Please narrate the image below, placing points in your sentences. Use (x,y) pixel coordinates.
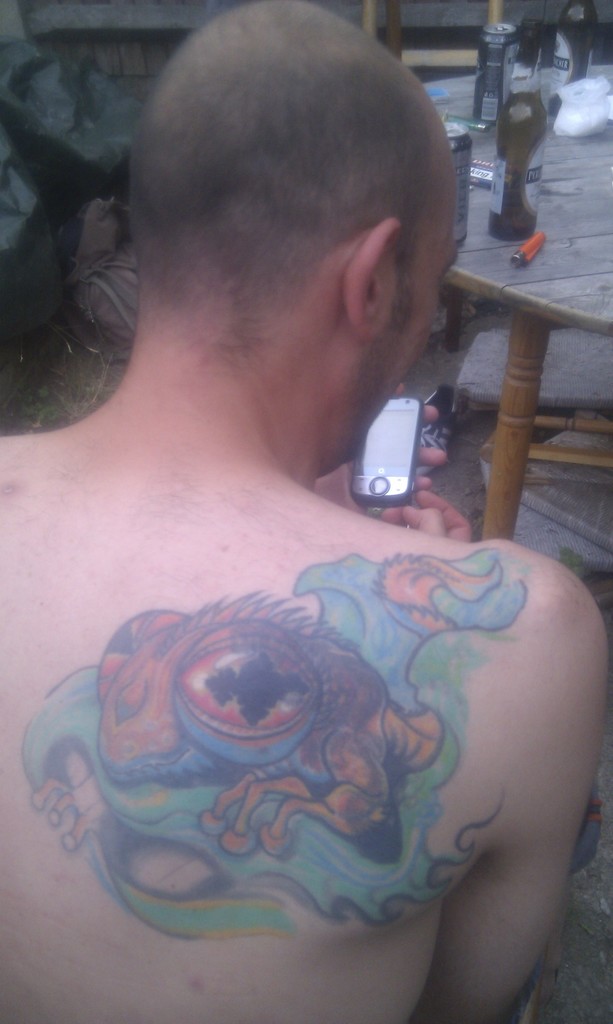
In this picture i could see a person (194,699) having tattoo (263,839) on his back (242,732) and holding a phone (397,451) in his hands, in front of him there is a table (549,194) and some bottles (533,79) on the table (544,268).
